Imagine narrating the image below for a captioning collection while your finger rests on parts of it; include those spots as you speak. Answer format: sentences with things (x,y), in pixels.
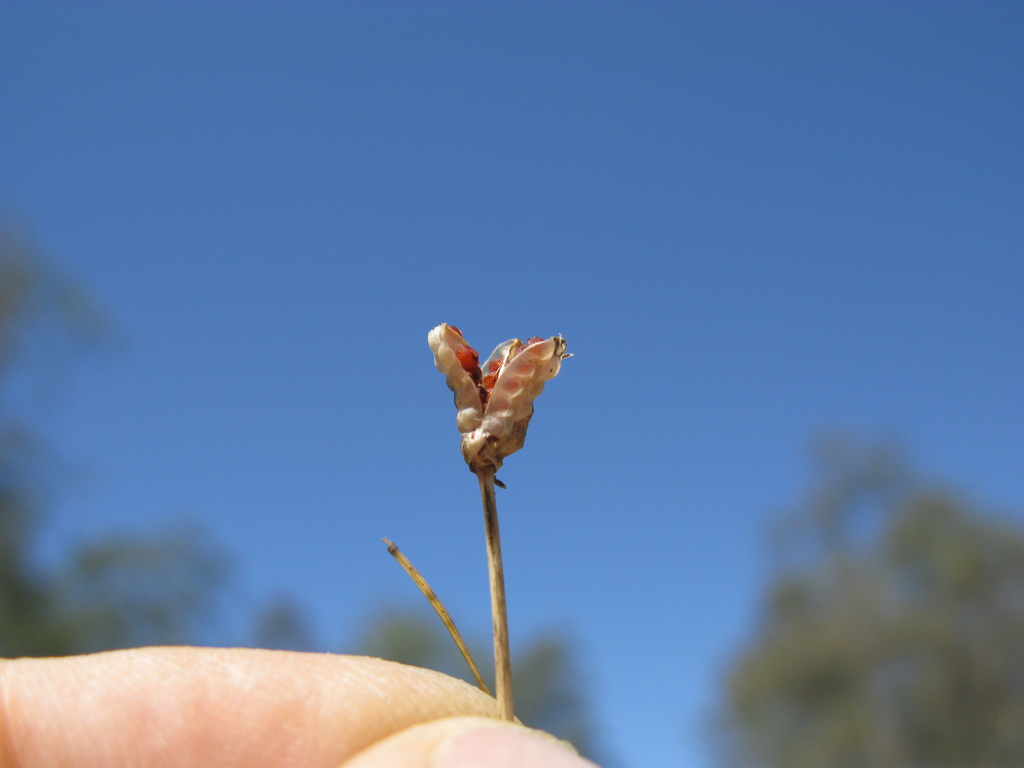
This is the picture of a flower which is in the person (67,752) hand (423,741) and behind there are some trees (922,699).
